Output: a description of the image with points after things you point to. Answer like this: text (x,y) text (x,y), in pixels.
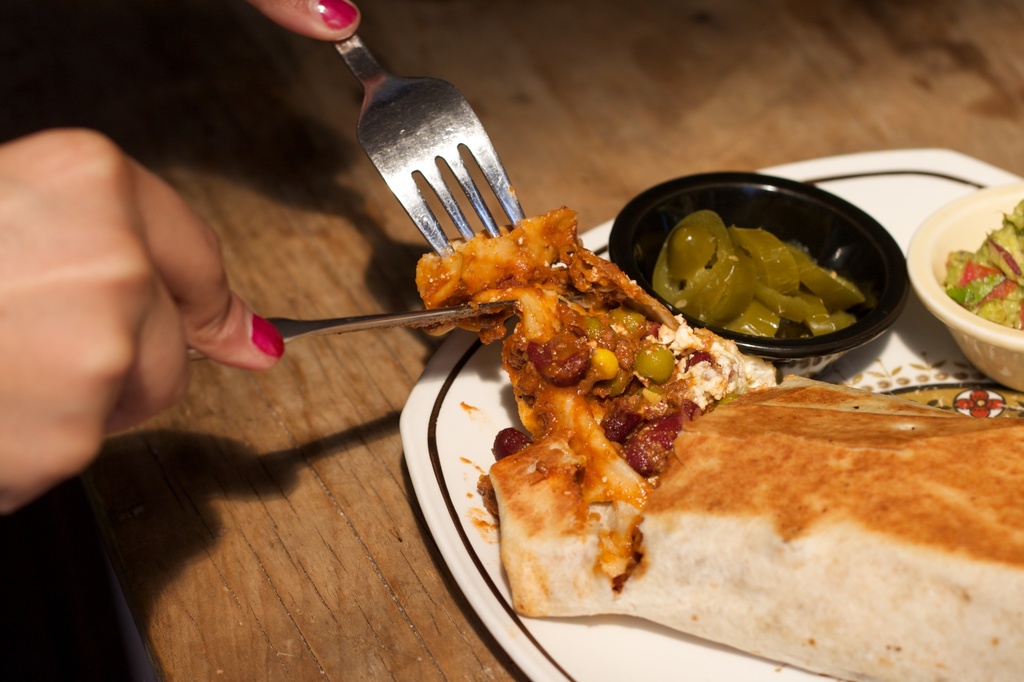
In this image I can see food items (816,300) on a plate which is placed on the table (277,223). There are hands (164,311) of a person (26,406) holding fork (465,142) and a knife (440,311).
